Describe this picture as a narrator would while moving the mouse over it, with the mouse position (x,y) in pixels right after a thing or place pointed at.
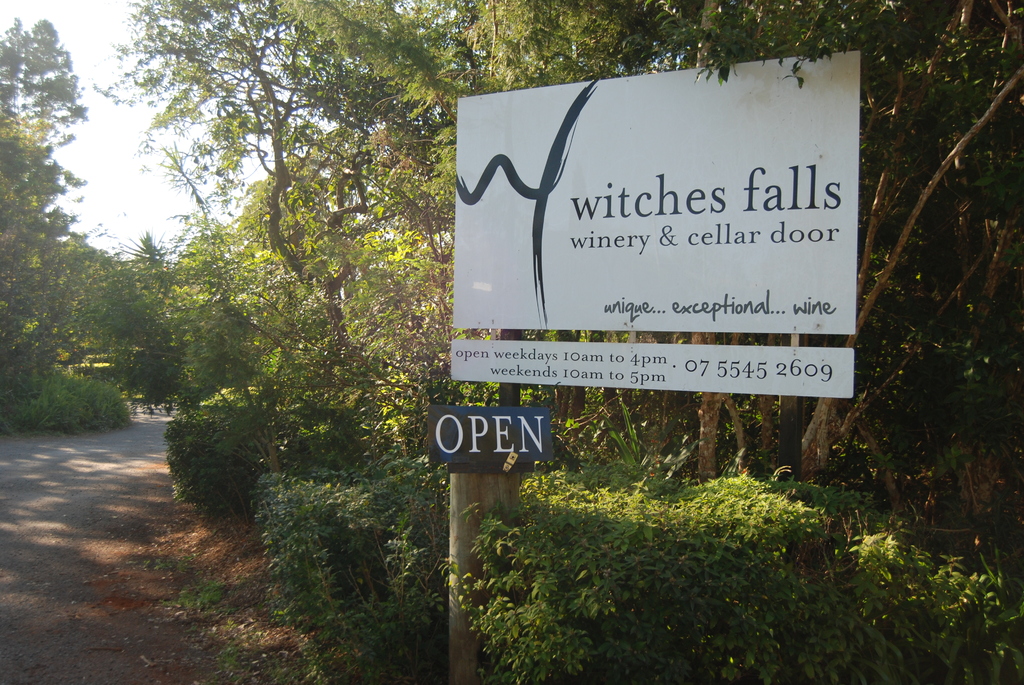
In the foreground of the picture (351,481) there are plants (651,546), trees (426,300), hoarding (630,266) and a plate (474,455). On the left (37,528) there are trees (20,285), plant (70,418) and path (78,496). It is sunny.
